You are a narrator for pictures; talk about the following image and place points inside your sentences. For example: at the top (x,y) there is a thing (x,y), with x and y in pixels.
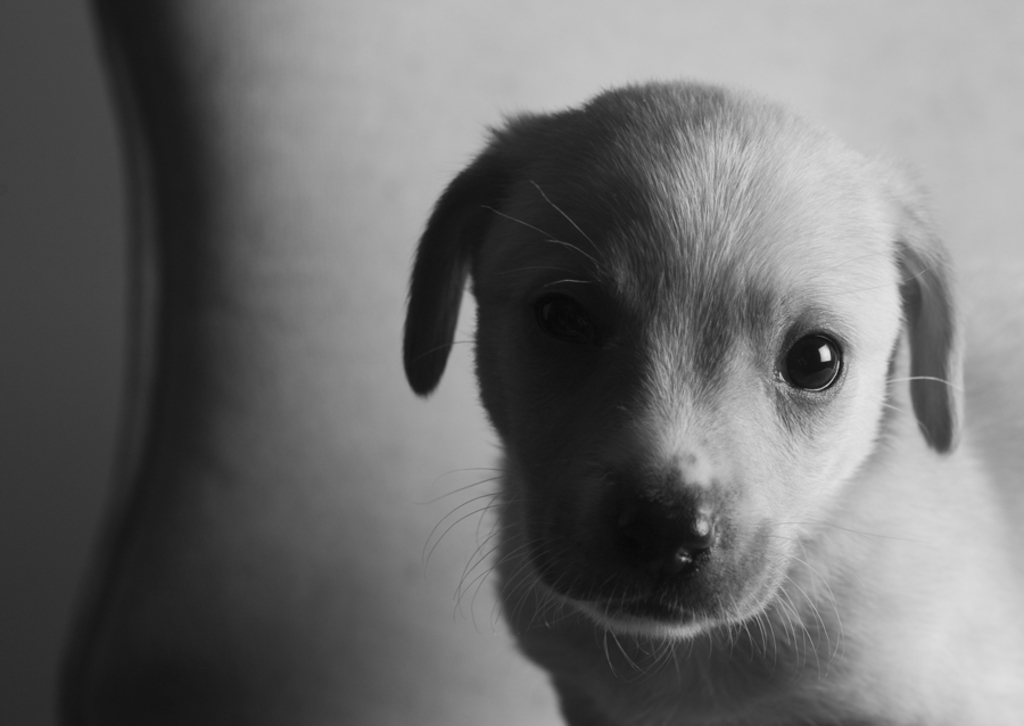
In the picture we can see face (640,389) of a dog (629,369).
